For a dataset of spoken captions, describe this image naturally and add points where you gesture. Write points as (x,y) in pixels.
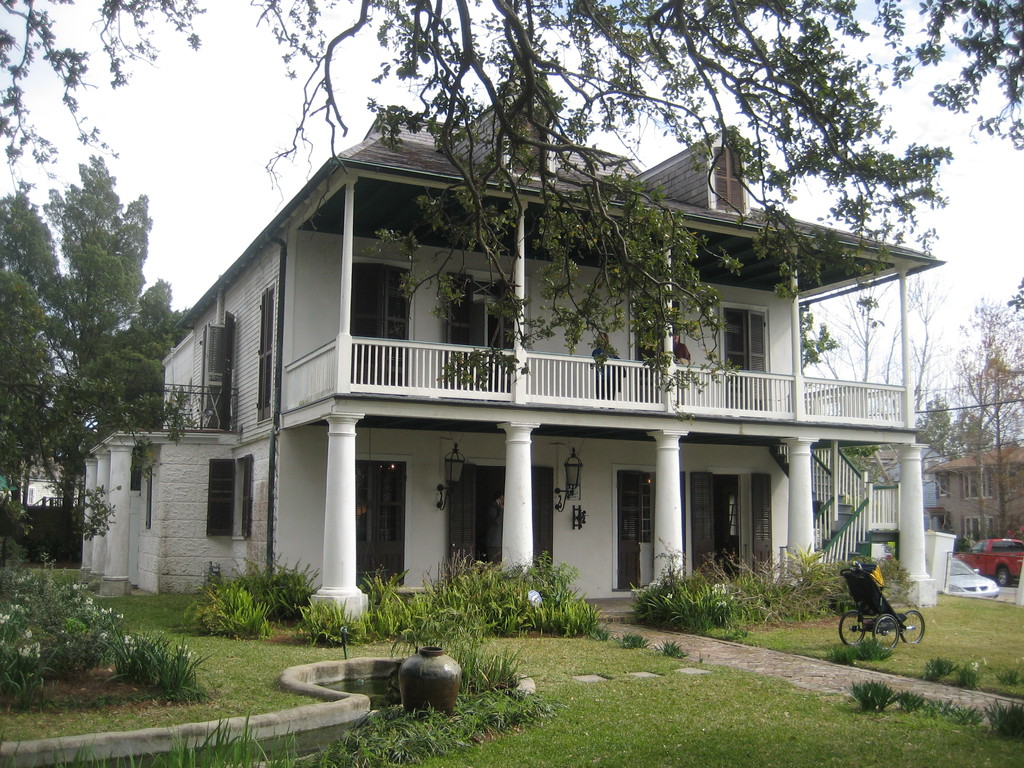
In this image I can see few buildings (597,425), trees (103,505), grass (756,760), number of plants (558,593), windows (405,329) and I can see few vehicles (1006,577) over there. I can also see a black colour stroller (873,572) over here.
